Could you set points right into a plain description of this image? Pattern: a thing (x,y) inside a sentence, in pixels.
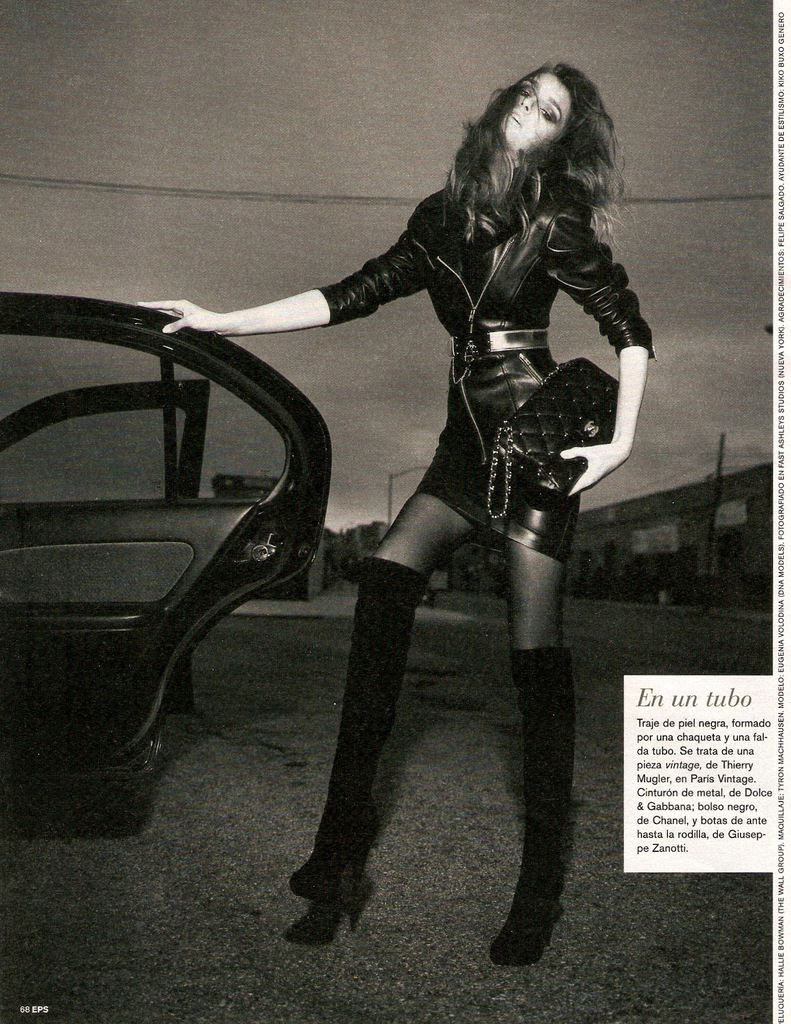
This is a black and white image. In this image there is a lady (469,317) holding a bag (561,426). She is holding the door (153,455) of a vehicle (161,476). On the right side (682,722) something is written. In the background (673,362) there is sky (261,156).
